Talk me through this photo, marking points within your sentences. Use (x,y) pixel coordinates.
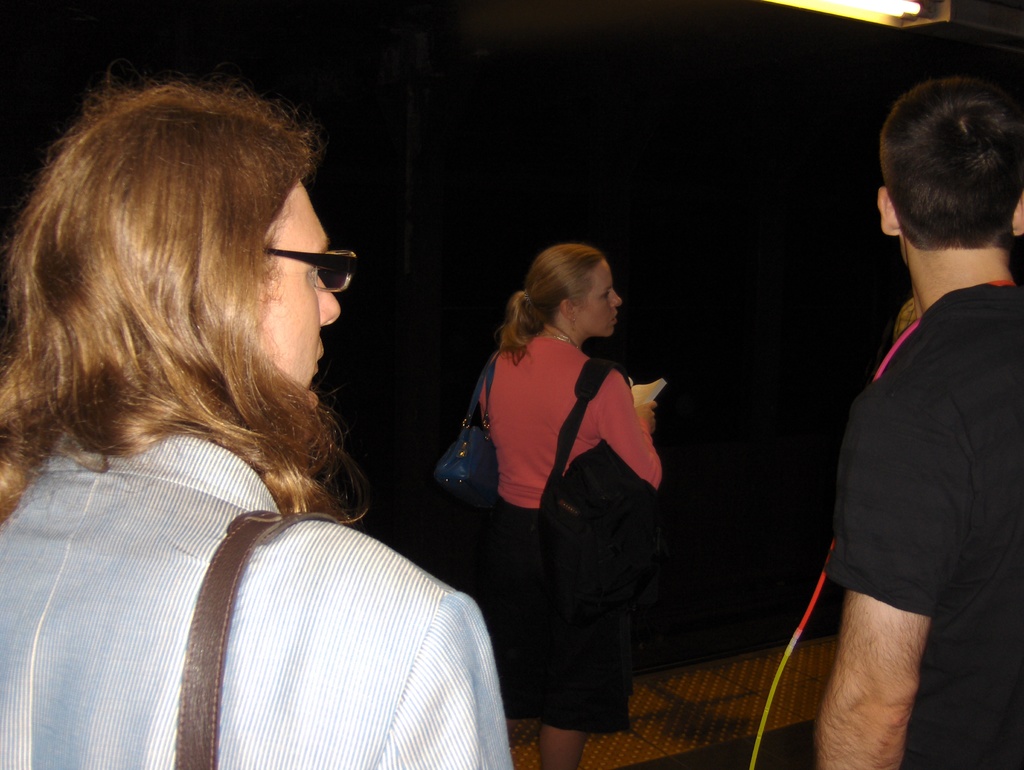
Here I can see a man (872,653) and two women (219,441) are standing. The women (520,479) are wearing bags (541,522) and looking at the right side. The background (844,271) is in black color.
